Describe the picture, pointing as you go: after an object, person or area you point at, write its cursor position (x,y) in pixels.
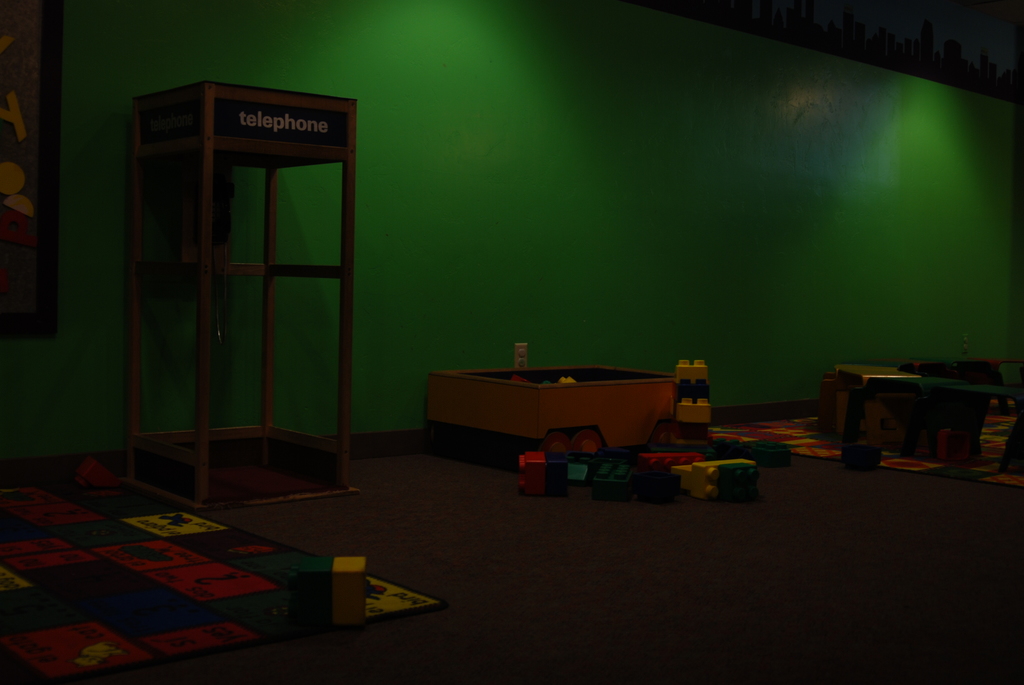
In this picture I can observe building blocks (580,468) placed on the floor (627,531). On the left side (330,266) there is a telephone booth (188,472). In the background (308,225) I can observe a green color wall (590,140).
